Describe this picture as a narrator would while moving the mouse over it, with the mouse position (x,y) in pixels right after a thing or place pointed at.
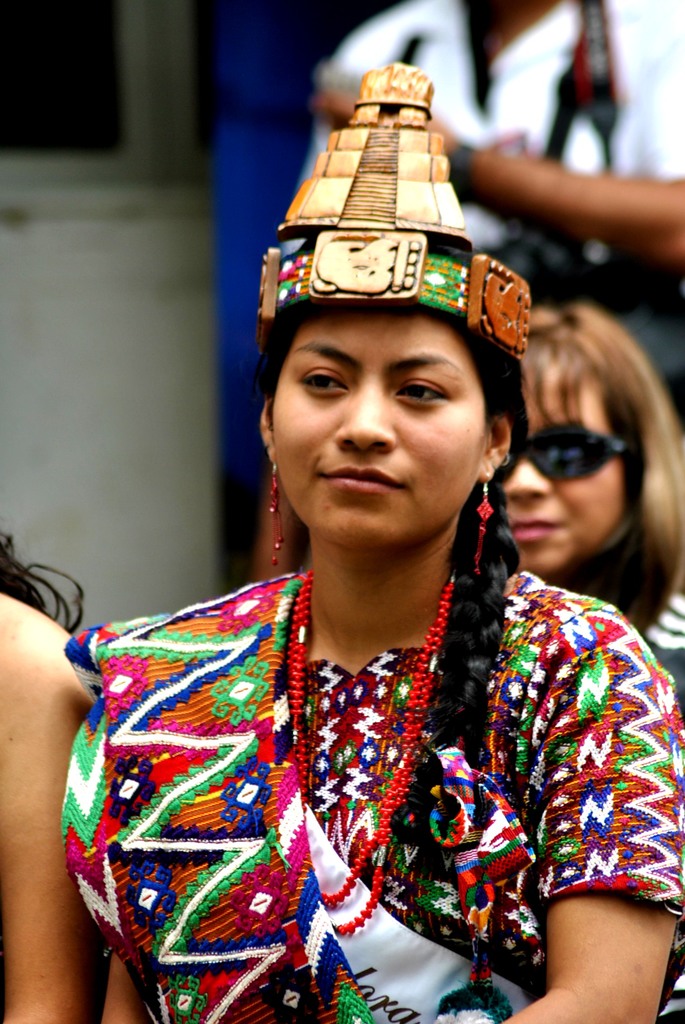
In this image we can see few people (546,737). A lady (463,859) is wearing an object (402,231) on her head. We can see a person (554,103) wearing and holding some objects (537,223) at the top right corner of the image (562,229).
